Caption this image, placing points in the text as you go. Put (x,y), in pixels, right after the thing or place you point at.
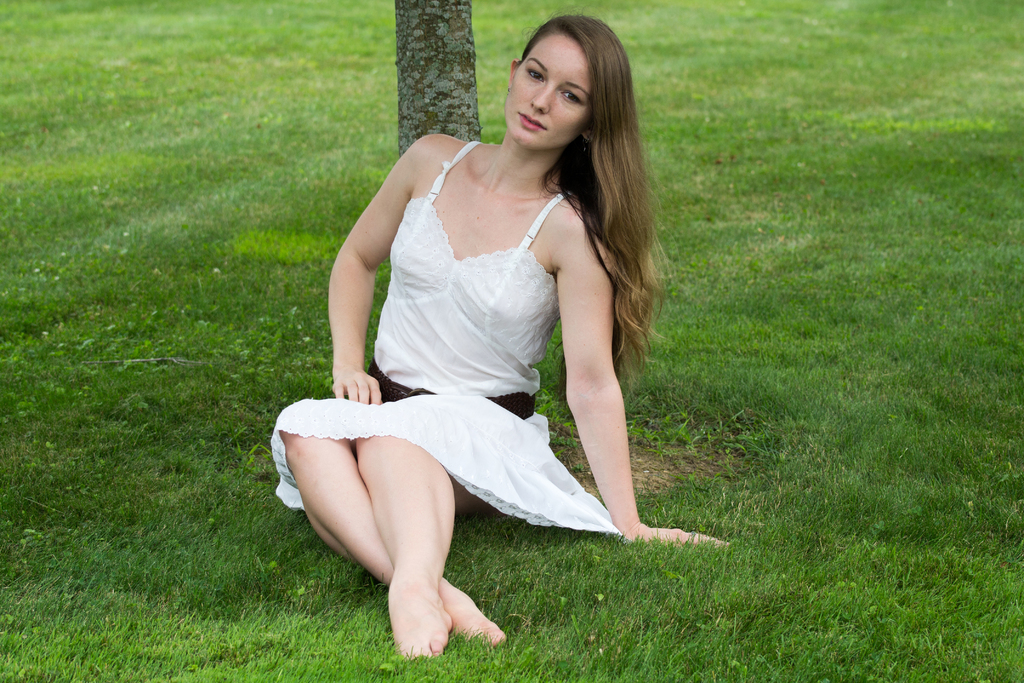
In this picture there is a girl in the center of the image (362,294), on a grass floor (664,627) and there is grassland (735,264) around the area of the image, there is a trunk (411,37) in the center of the image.
